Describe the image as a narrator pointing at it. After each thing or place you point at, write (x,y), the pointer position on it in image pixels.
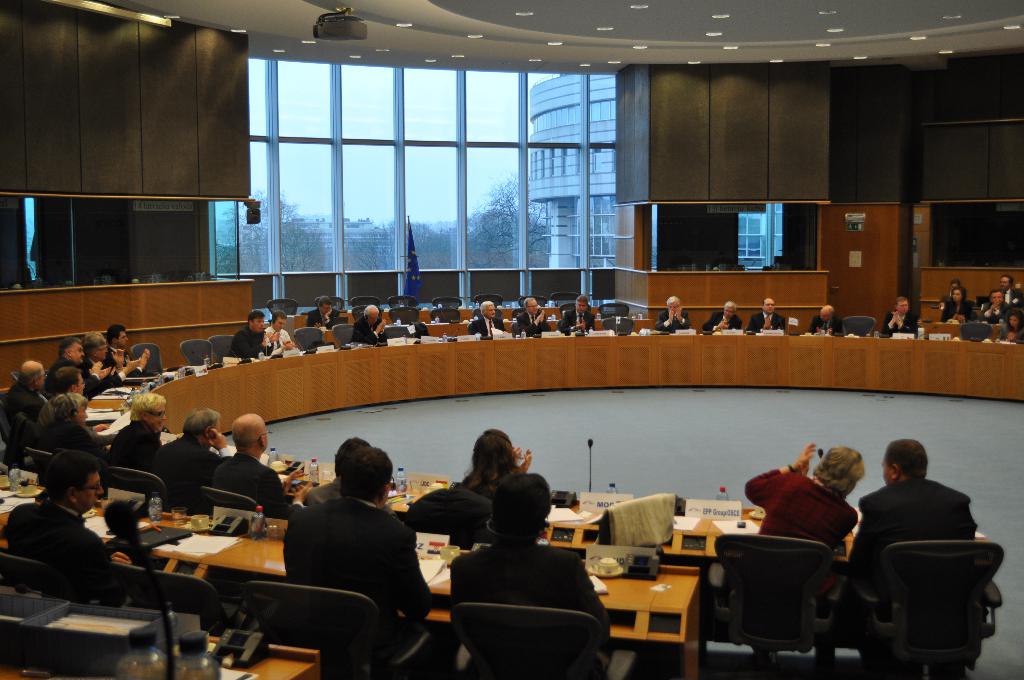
In this Picture we can see a group of people (474,482) in the big board room (402,365) for the meeting and round wooden table (989,352) is placed around them all are sitting on the chairs (171,594) and discussing something, On the table (158,550) we can see the bottle (257,536), telephone (224,525) and papers (573,520). Behind we can see the a big glass wall (396,230) and wooden panel door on the both the sides and a wooden desk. On the top ceiling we can see the many spot light (562,43) and a projector (323,28) hanging.
